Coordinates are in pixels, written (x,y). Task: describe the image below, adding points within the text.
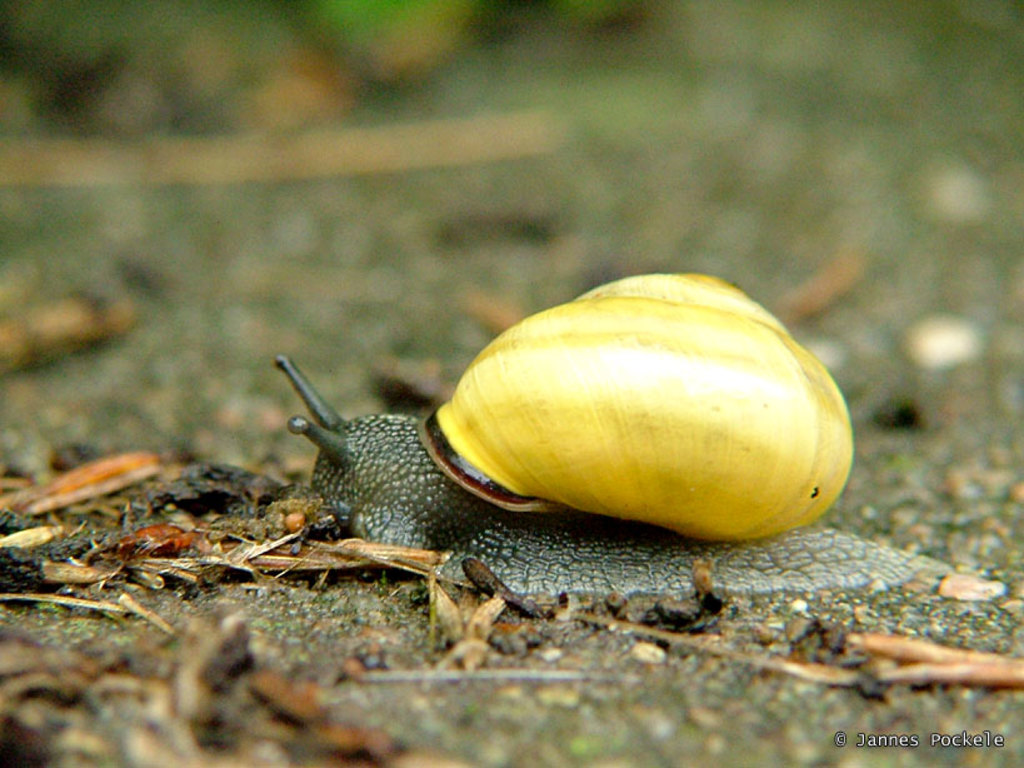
In this image I can see a snail (654,464), the background (997,133) is blurred.
